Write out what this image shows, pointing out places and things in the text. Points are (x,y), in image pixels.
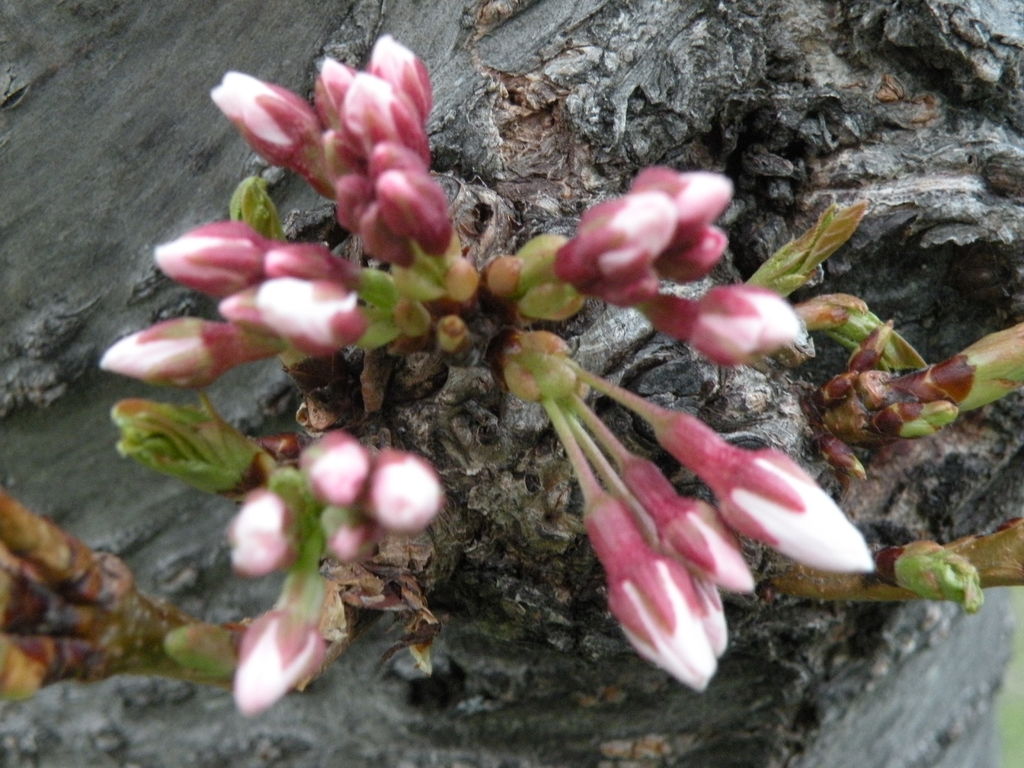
In this image we can see flower buds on the bark (597,317) of a tree (516,661).
